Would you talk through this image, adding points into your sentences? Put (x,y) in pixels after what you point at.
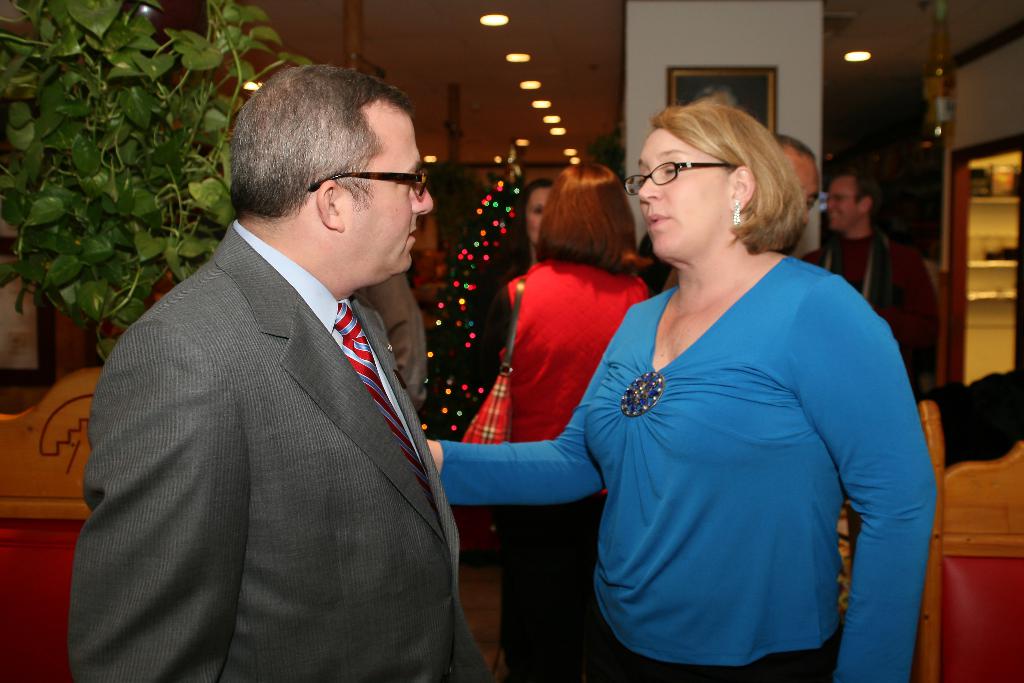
In this image there is a person (272,369) wearing suit (360,466) and tie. Before him there is a woman (676,305) wearing spectacles (664,175). Behind her there is a woman (520,394) carrying a bag (470,428). There are few persons (521,337) standing. Right side (996,638) there is a chair (996,658). Behind there are few shelves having few objects (987,188) on it. A frame (726,95) is attached to the wall (714,58). Left bottom there is a chair (62,404). Behind there is a plant (118,154). Behind the persons (527,317) there is a Christmas tree (489,235). Top of the image (495,26) there are few lights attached to the roof (593,96).
